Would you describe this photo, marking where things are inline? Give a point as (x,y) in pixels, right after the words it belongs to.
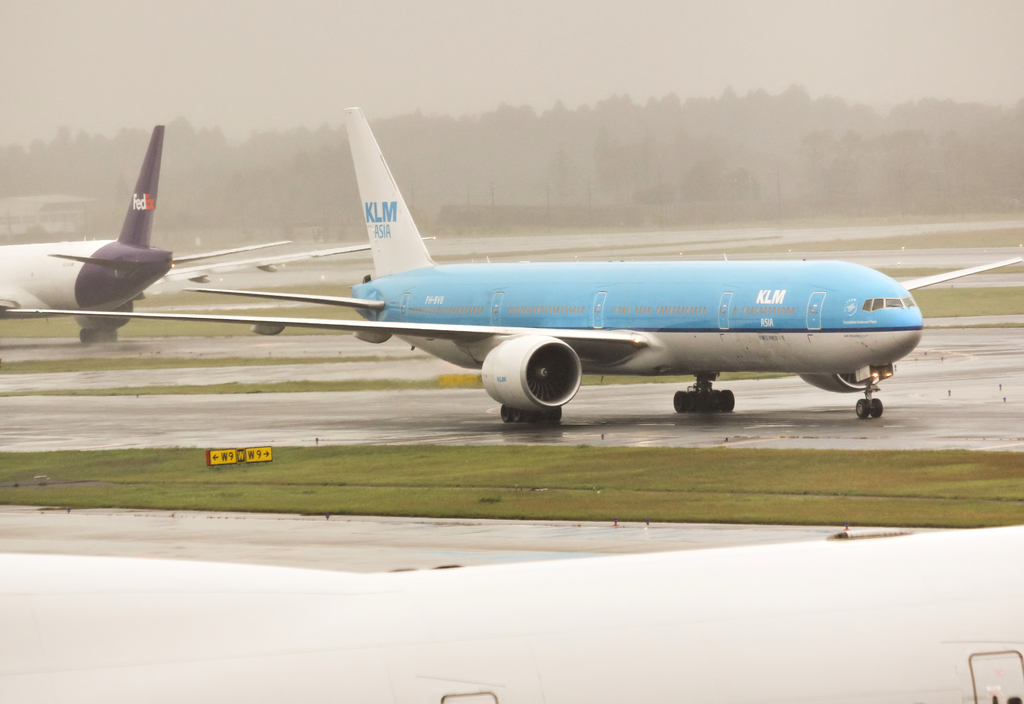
In this image we can see airplanes (638,658), roads (239,545) and grassy land (633,457). In the background (726,177), we can see trees (544,163). At the top of the image (656,61), we can see the sky (500,84).
